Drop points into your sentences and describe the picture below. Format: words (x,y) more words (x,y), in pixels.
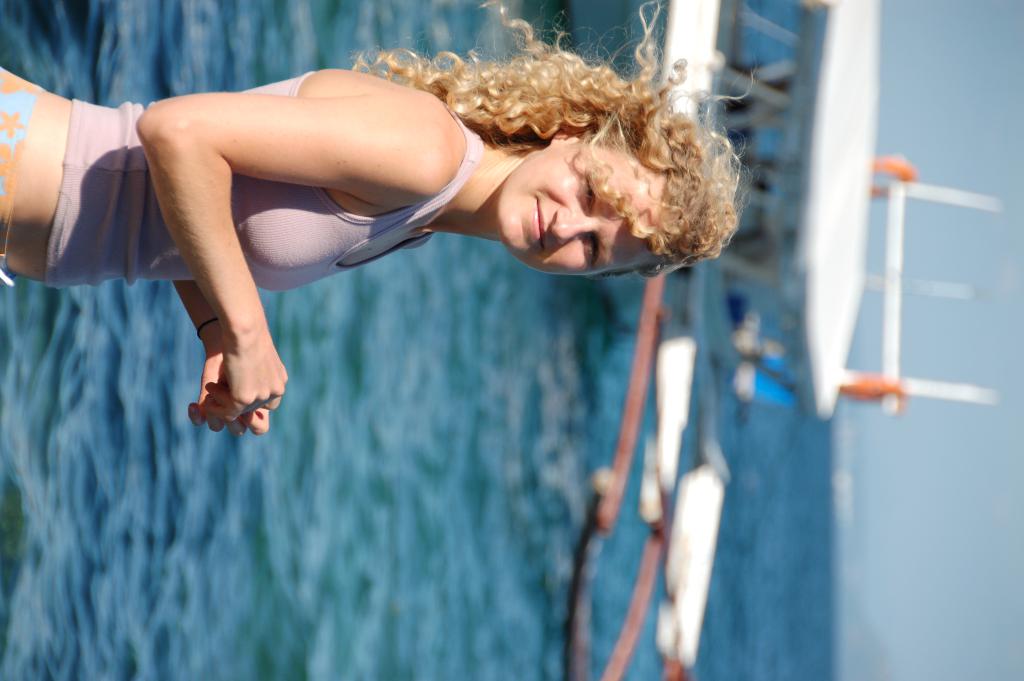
In this image I can see a person (456,215) is standing. Back I can see the ship (790,359) on the water (498,438). The sky (874,501) is in blue color.
